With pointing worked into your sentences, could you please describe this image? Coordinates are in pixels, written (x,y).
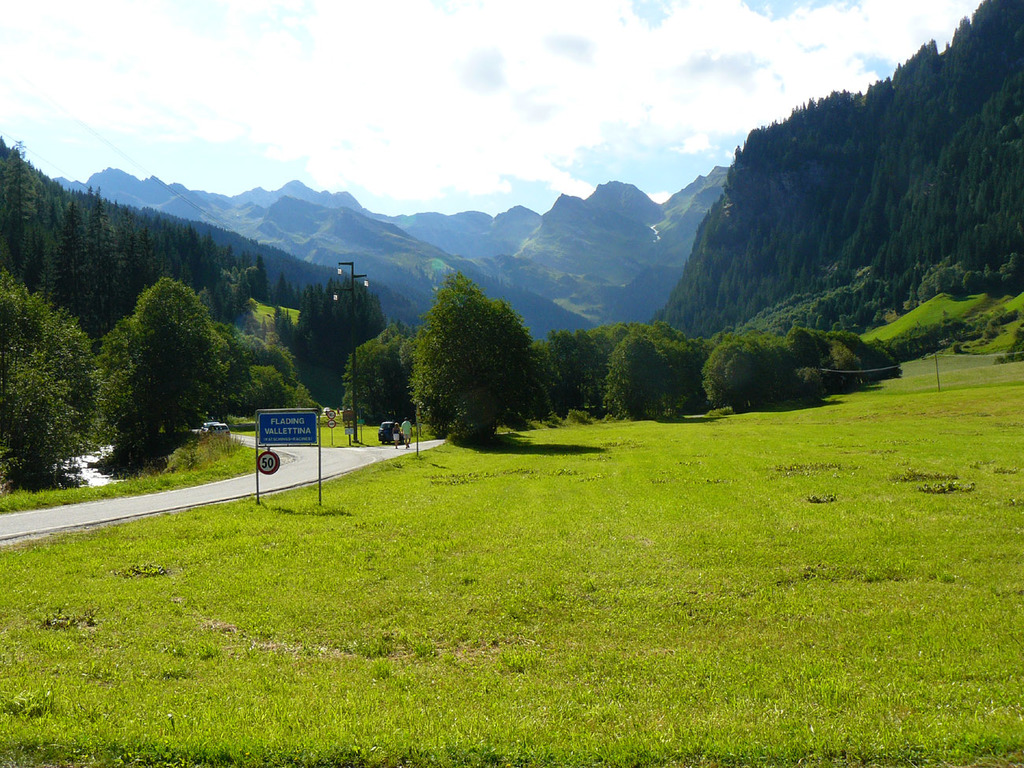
In this picture we can see the grass (519,547), name board (284,419), sign boards (269,457), two people (402,429) and vehicles (389,429) on the road (231,481), pole (354,391), trees (297,300), mountains (538,240) and in the background (610,16) we can see the sky (592,78) with clouds (350,102).
